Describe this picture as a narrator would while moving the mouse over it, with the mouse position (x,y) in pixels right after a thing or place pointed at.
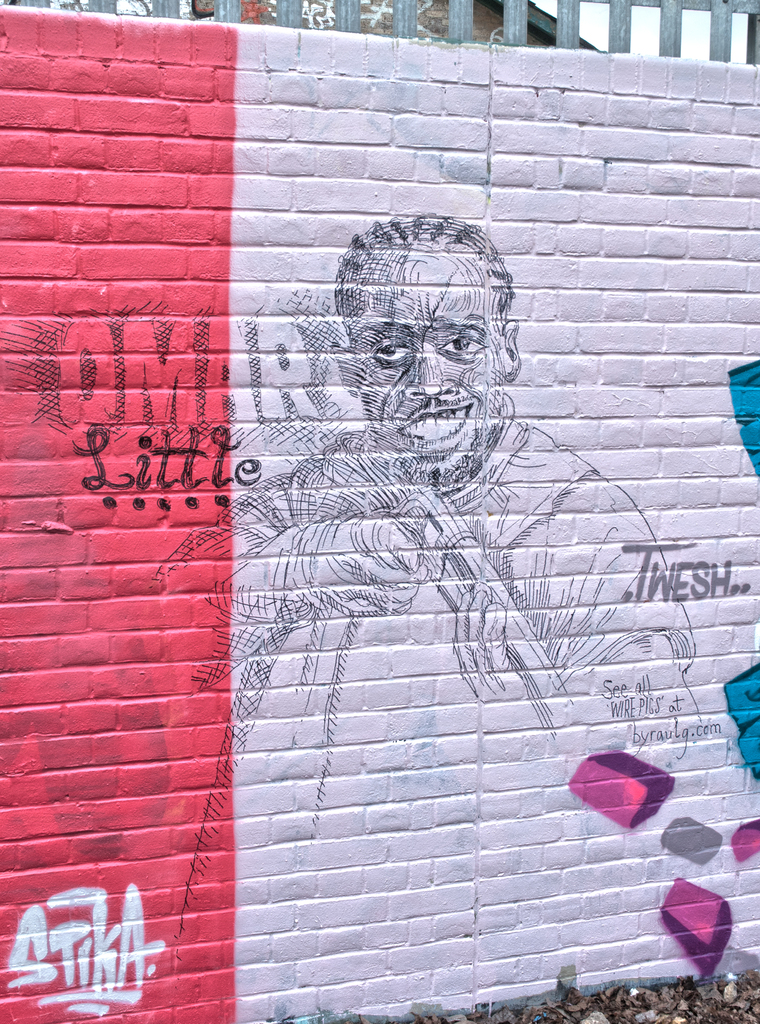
In this image we can see there is a wall (308,250) and it is painted with a picture (304,461) and some text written in it. And at the back (615,39) there is a fence (159,3).
